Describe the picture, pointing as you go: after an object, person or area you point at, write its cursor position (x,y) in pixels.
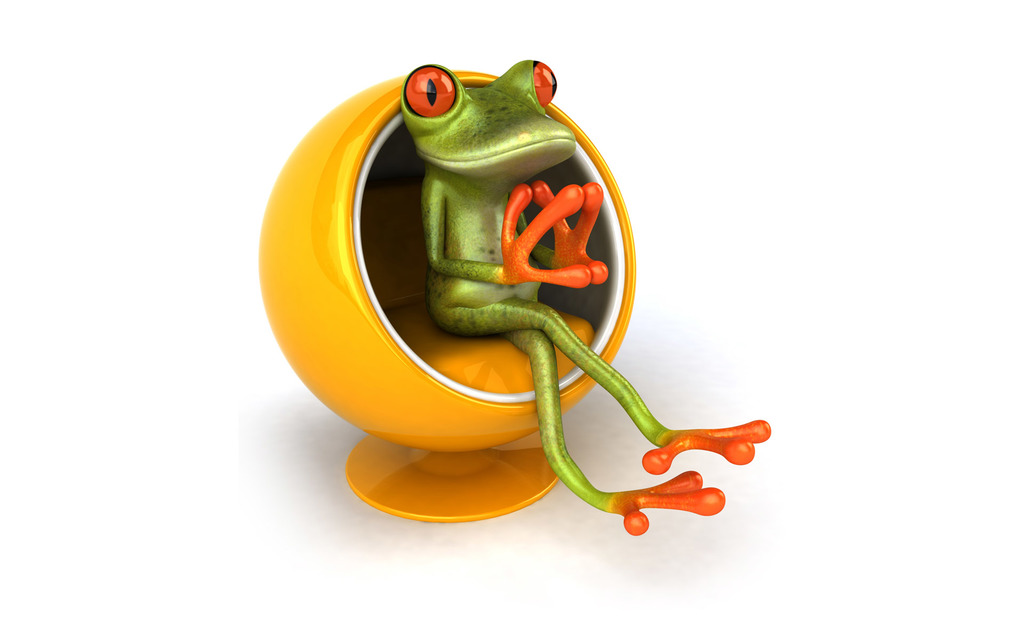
This is an animated image. In the center of the image (458,268) we can see depiction of a frog (539,359) sitting on the yellow color chair (387,363).
